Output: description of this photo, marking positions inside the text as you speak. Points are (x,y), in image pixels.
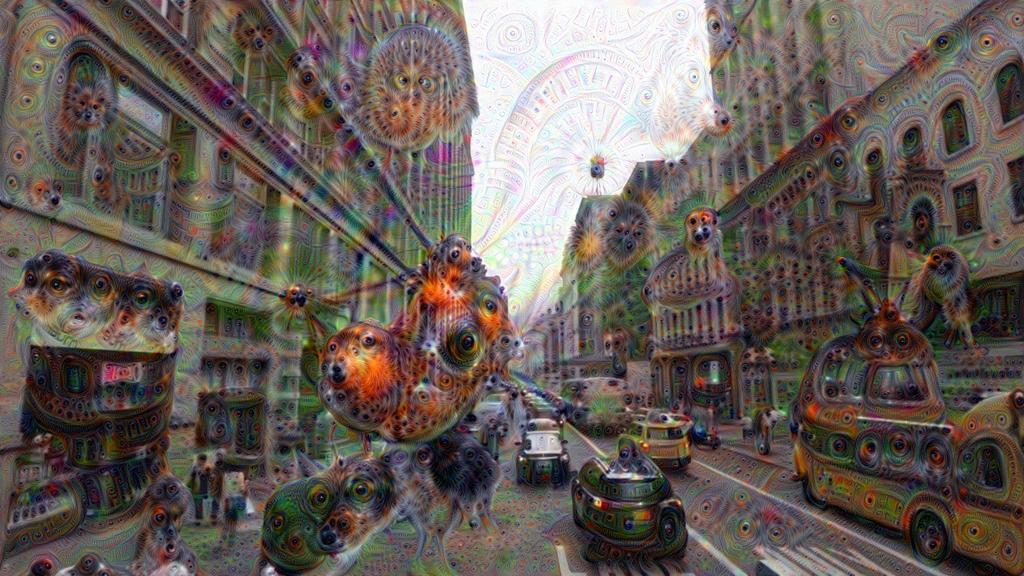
It is an edited image. On the road (703,487) there are some vehicles (1000,498). On the left (144,486) and right side of the road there are some people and buildings (283,258). At the top of the image (589,120) there is the sky (579,163).
